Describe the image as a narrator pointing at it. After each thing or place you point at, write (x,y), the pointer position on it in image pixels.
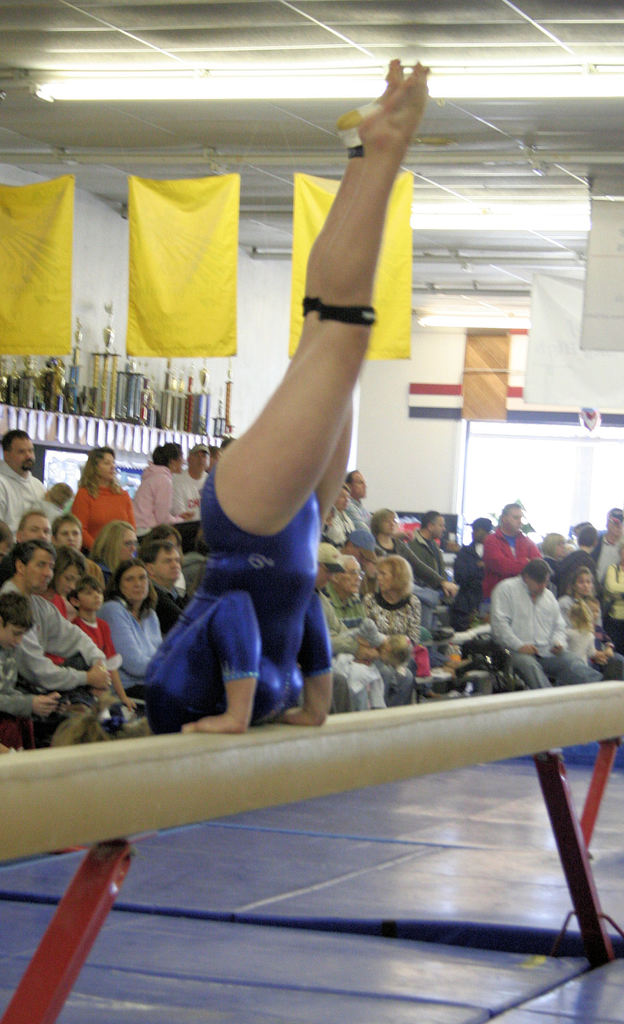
In the image there is a rod (383,720). On the rod (52,831) there is a lady (266,448) in inverted position. Behind her there are few people (464,602) sitting and few of them are standing. And also there are yellow flags (306,206). In the background (465,420) there are walls (369,420) and few other items (106,385). To the top of the image (272,82) there is a roof (506,109) with light (525,87).
